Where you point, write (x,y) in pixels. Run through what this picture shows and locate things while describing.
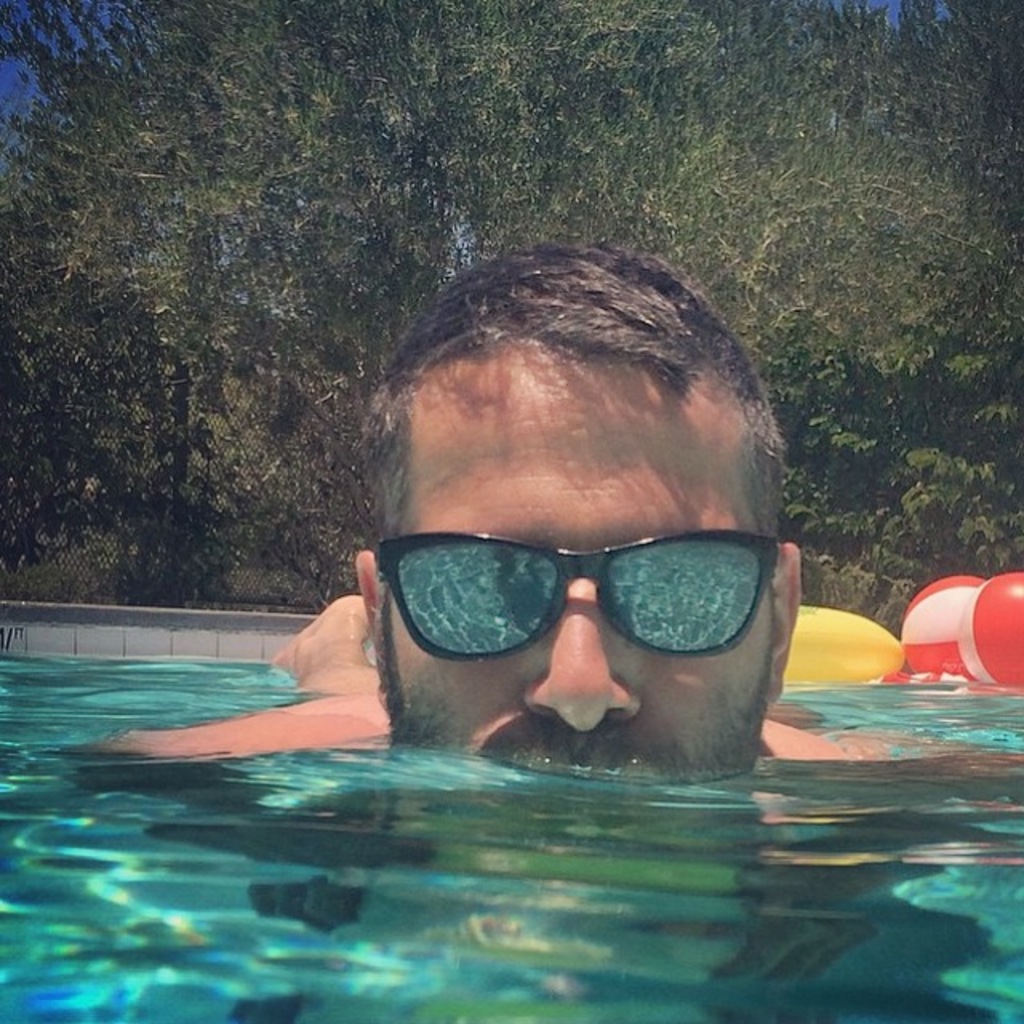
In this picture we can see water (608,847), balls (997,648), yellow object (825,662), wall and a man (242,726) wore goggles (460,551) and in the background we can see trees (497,249).
